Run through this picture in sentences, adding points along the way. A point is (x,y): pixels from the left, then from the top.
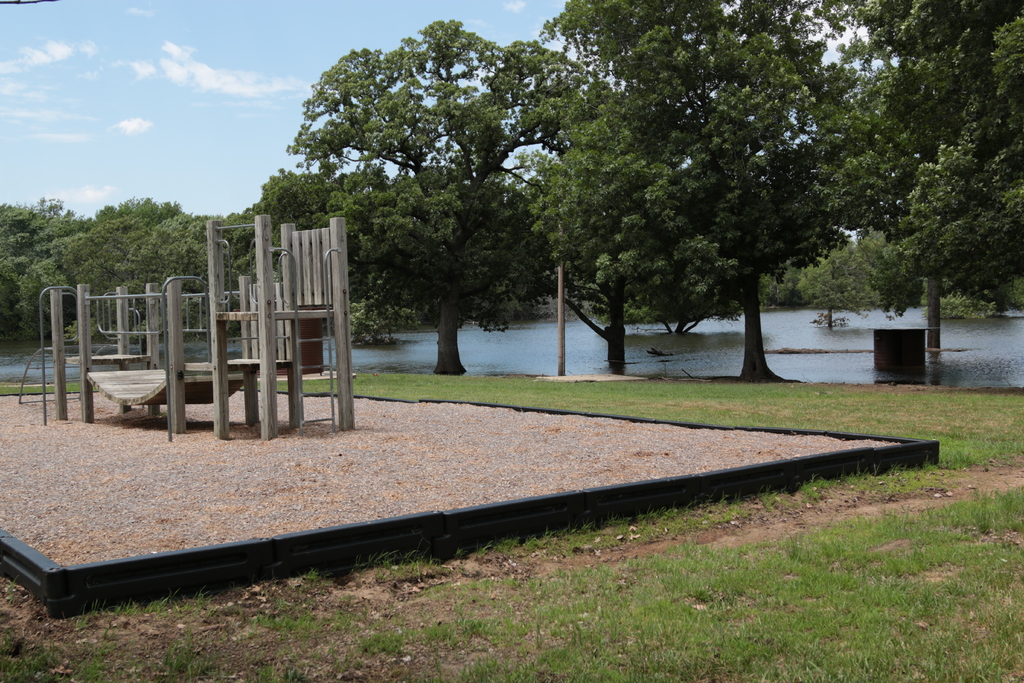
In this image at the bottom (428,589) there is grass (372,645) and sand (696,532), and also there is one sandpit (274,466). In that pit (704,464) there are wooden poles (61,379), and in the background (488,223) there are some trees (939,193) and lake (925,356) and drum (918,341). At the top (67,92) there is sky (135,115).
